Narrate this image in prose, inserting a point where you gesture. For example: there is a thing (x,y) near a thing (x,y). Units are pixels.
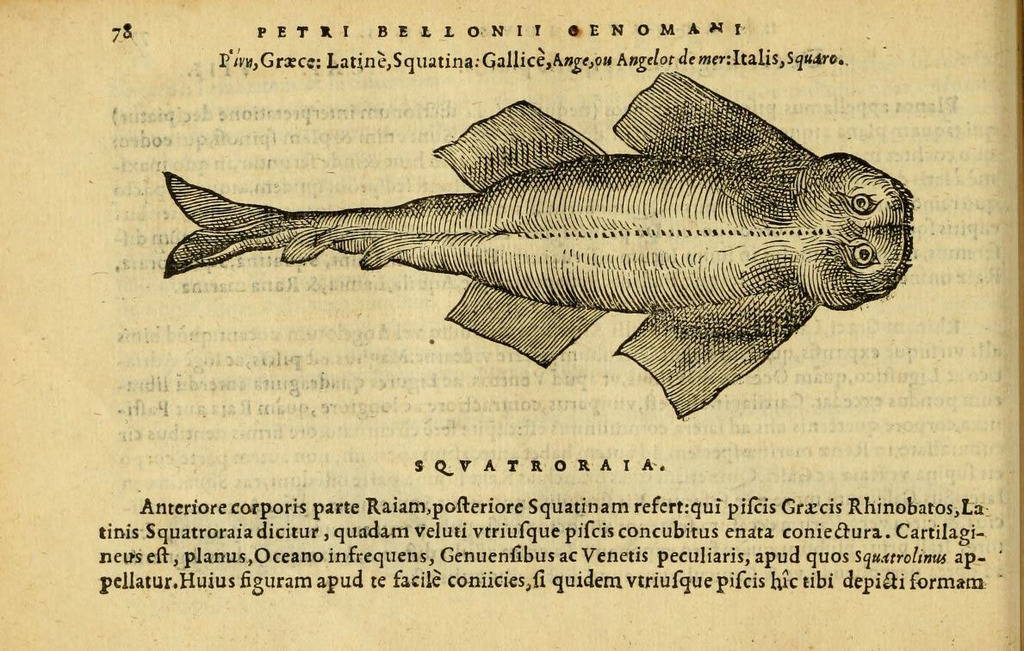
In this image, we can see a photo (955,250), in that photo (269,439), we can see a fish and we can see some text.
